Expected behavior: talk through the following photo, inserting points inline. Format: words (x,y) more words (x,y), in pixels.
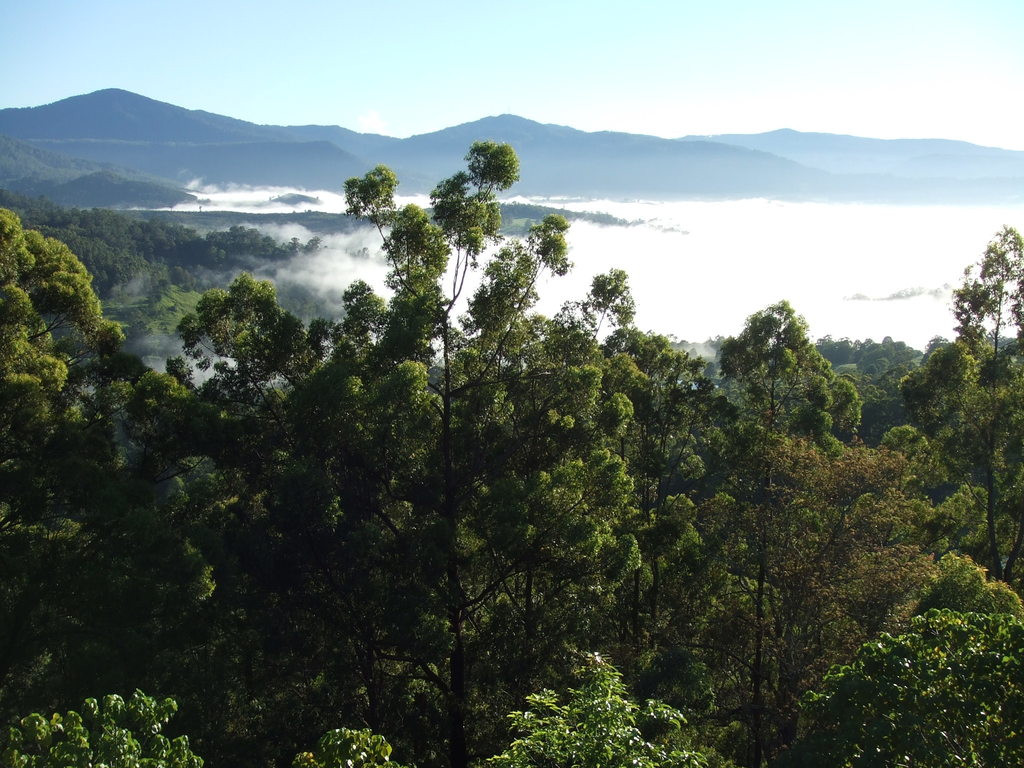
In this image we can see sky (292,68) with clouds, hills (276,222), fog (287,232) and trees (561,467).
